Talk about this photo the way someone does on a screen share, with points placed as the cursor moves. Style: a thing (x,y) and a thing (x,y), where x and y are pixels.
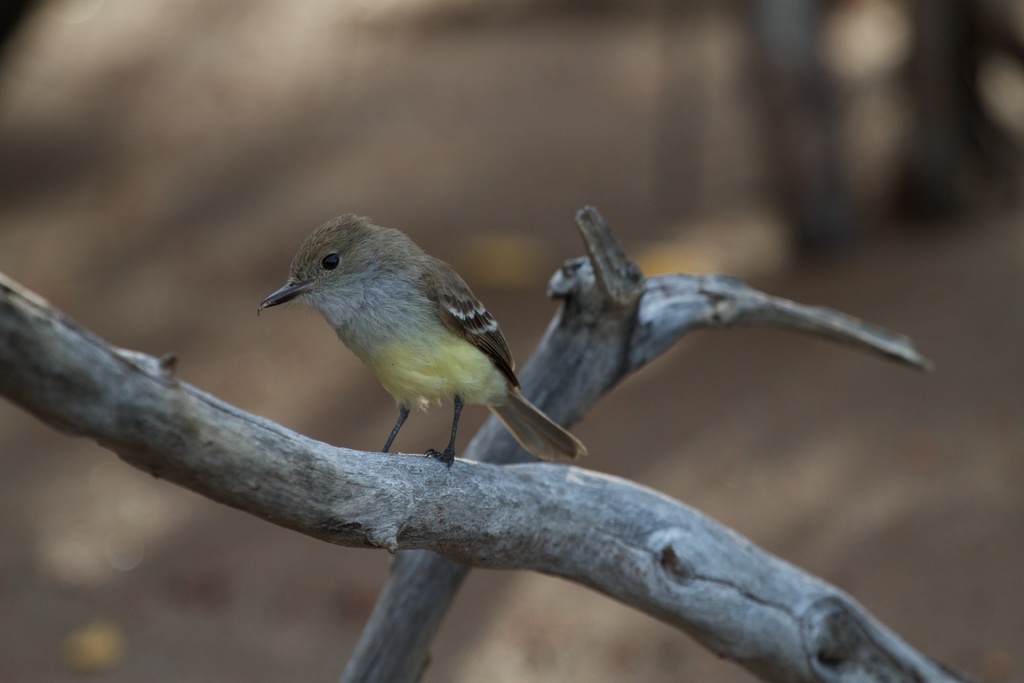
In the center of the picture (359,240) there is a bird (330,248) sitting on the stem (587,509). The background (890,386) is blurred.
